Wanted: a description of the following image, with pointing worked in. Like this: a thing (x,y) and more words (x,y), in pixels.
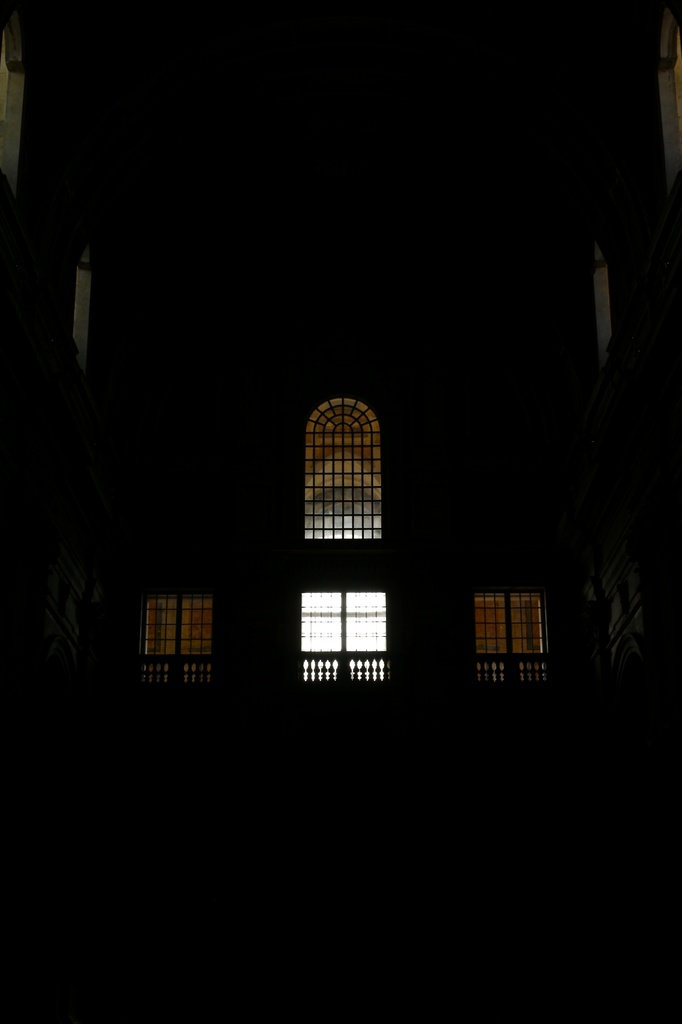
This is a dark image and we can see there are windows (321,619) and a fence (348,676).
